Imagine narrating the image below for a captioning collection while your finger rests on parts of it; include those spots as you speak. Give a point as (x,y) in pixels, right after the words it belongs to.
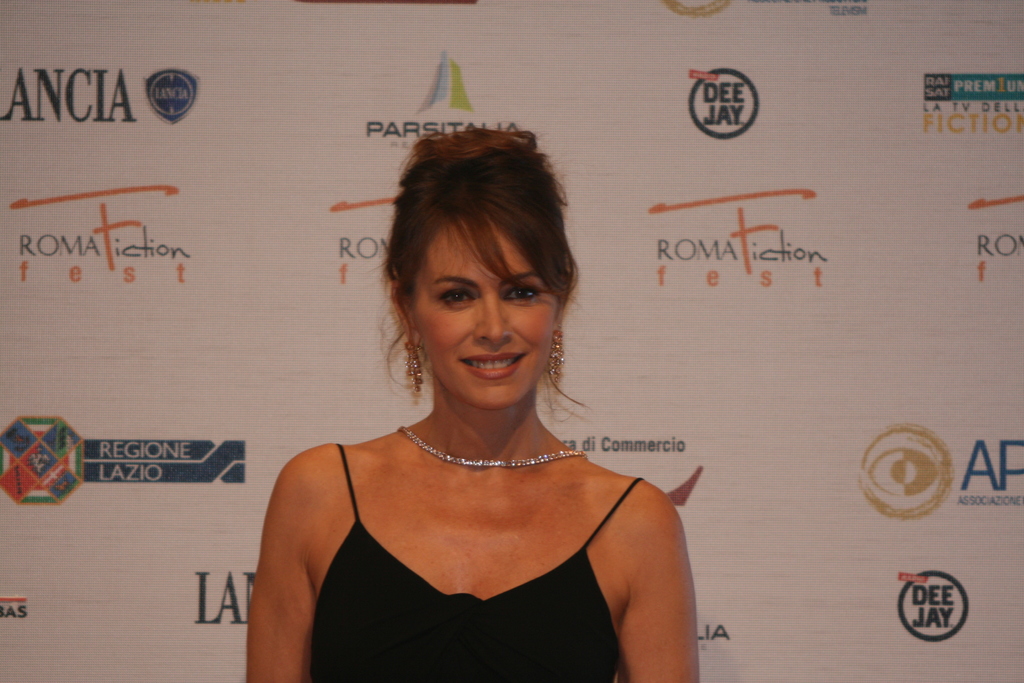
In this image we can see there is a girl (469,416) with a smile on her face (529,373).
